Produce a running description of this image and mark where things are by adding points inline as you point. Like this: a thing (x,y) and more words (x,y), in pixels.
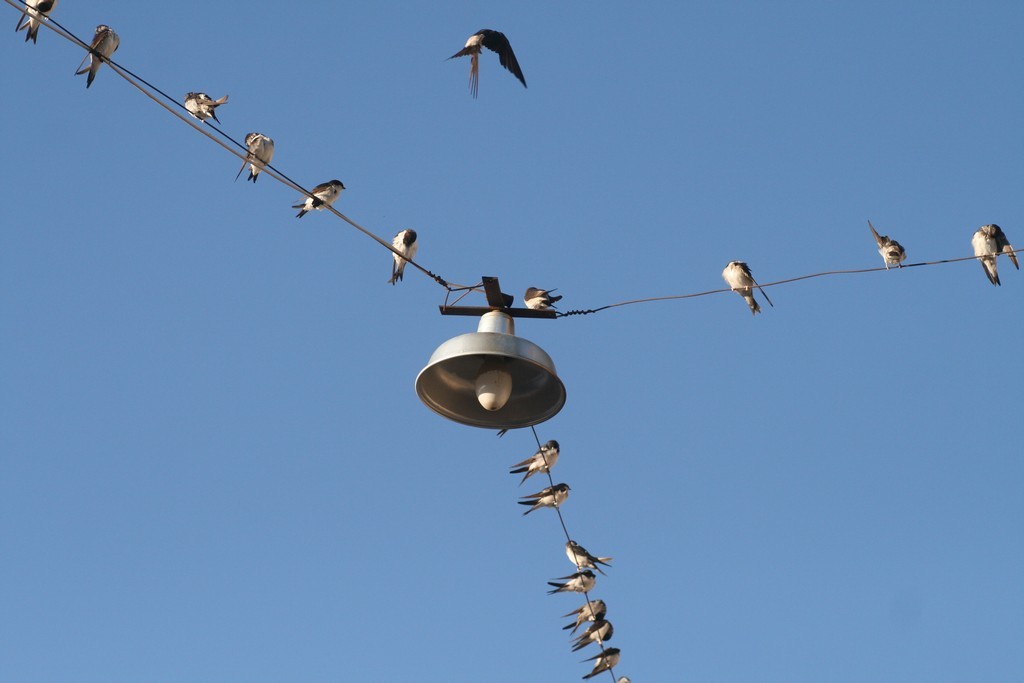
In this image, we can see few birds (1003,238) on the wires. Here we can see bulb (494,394) and dome (459,385). Top of the image (482,36), we can see a bird (514,72) is flying in the air (480,64).
